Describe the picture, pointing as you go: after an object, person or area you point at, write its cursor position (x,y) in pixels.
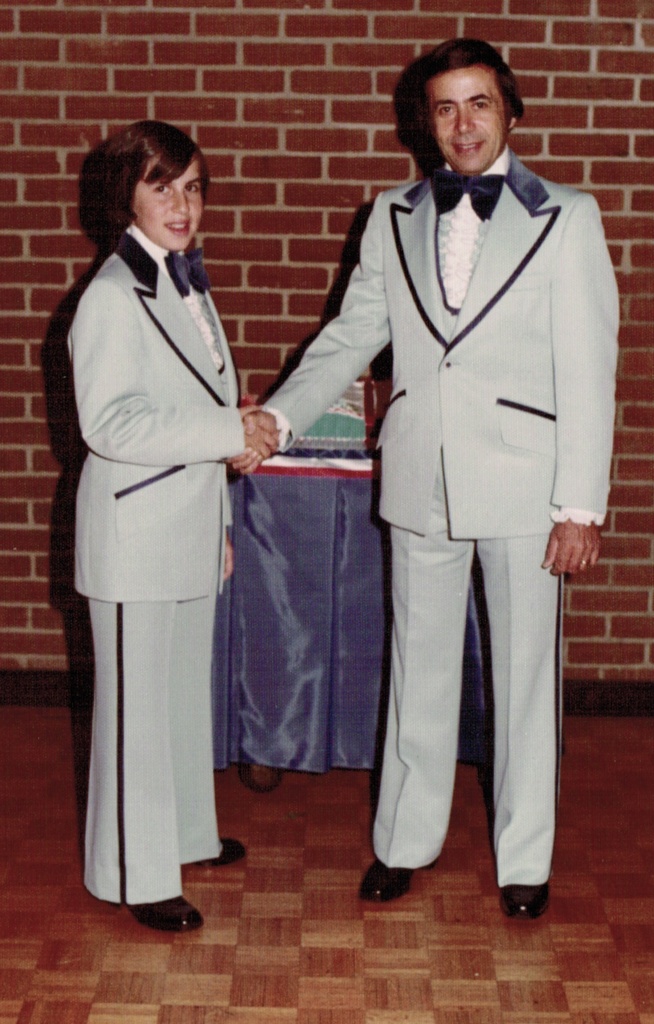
In this image there are two people (405,334) shaking hands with a smile on their face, behind them there is some object (334,422) on the table (268,480), behind the table (286,461) there is a wall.
